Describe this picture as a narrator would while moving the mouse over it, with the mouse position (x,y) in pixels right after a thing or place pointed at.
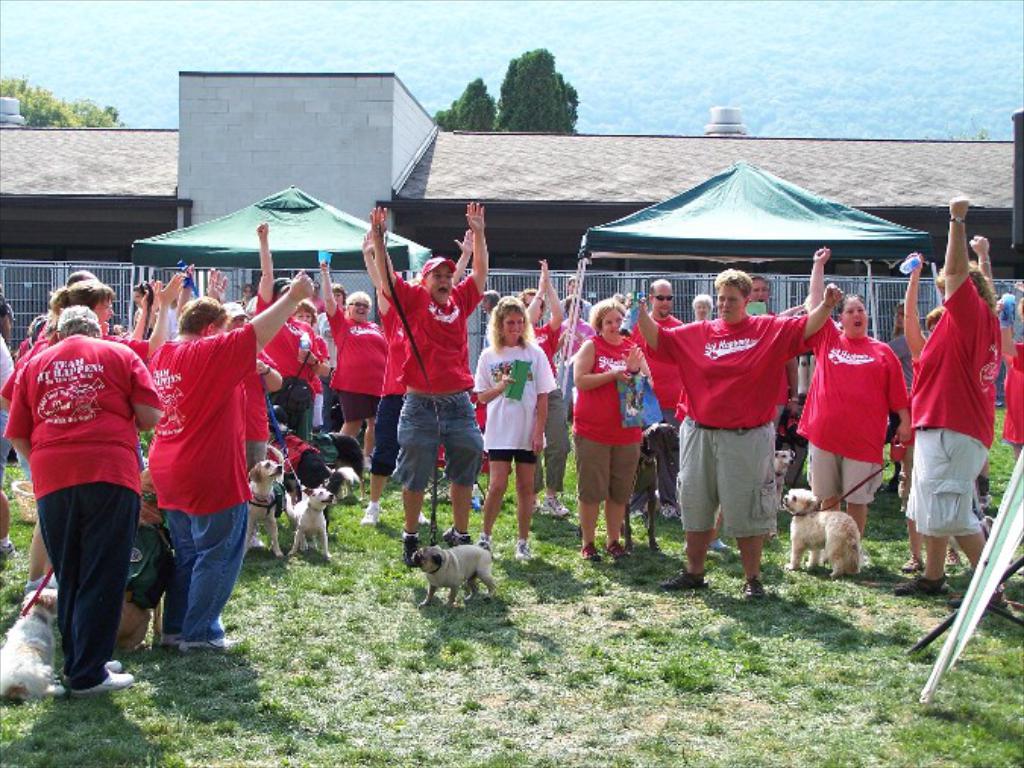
There are group of persons (356,363) wearing red shirt (429,341) and holding belts (406,320) in their hand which are attached to the dogs (434,557) and there is a building (355,156) in the background (375,172).
